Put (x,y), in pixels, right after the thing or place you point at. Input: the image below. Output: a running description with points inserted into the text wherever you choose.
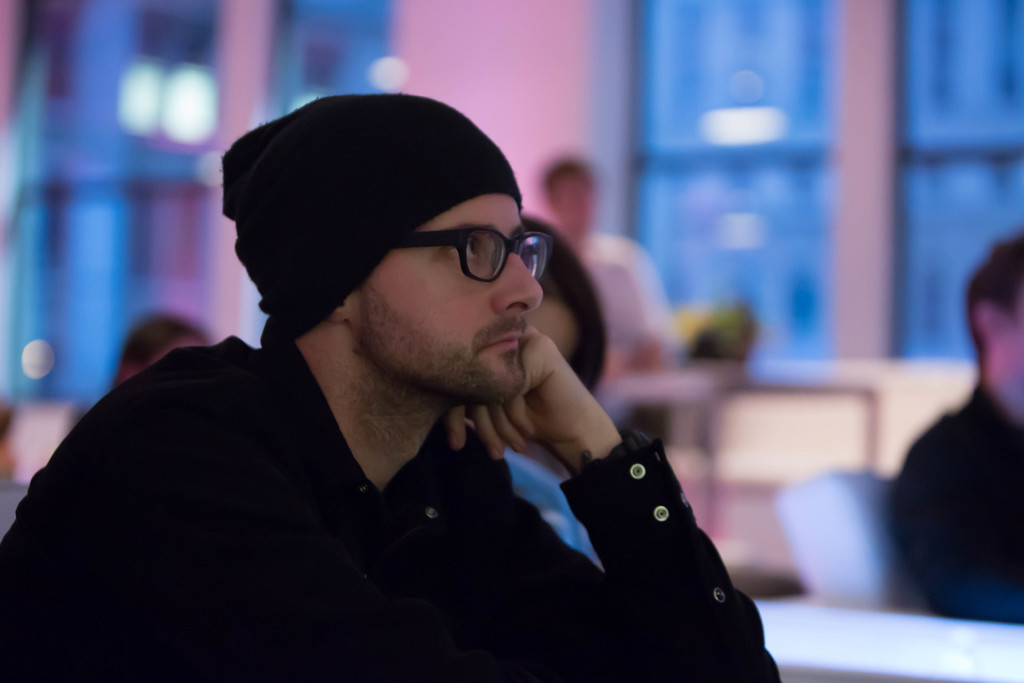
In this image there are group of persons (969,453). The man (376,469) in the front (357,580) wearing a black colour dress (279,532) and a black colour hat (370,172) is keeping his hand (547,407) on his cheeks (468,369). In the background (297,84) there is a wall (551,44) and some persons (615,291) are standing and sitting.
